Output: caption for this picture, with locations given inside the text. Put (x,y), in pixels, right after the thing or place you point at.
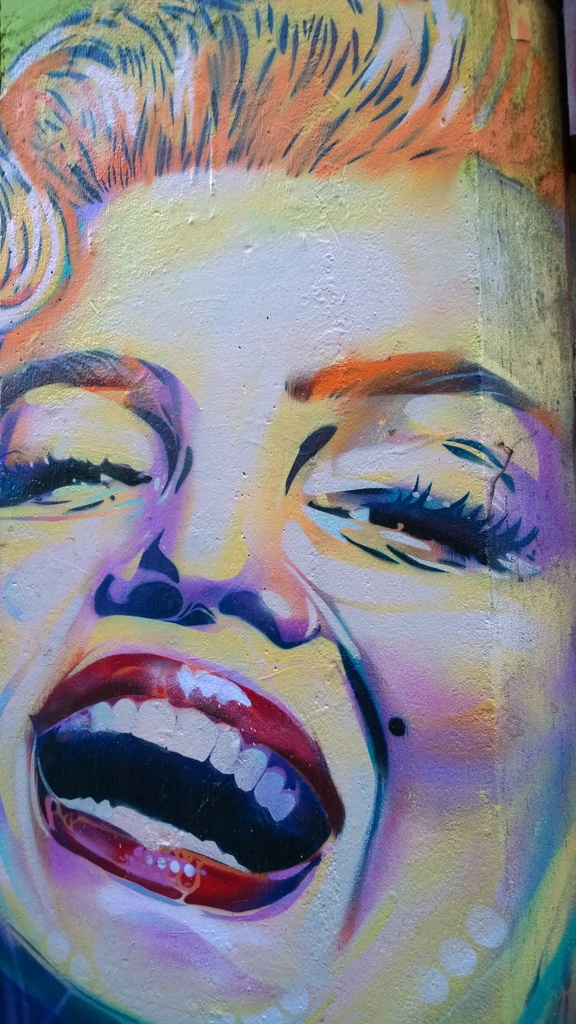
In this image we can see the painting (298,722) of the face (280,832) of a woman (267,832).
